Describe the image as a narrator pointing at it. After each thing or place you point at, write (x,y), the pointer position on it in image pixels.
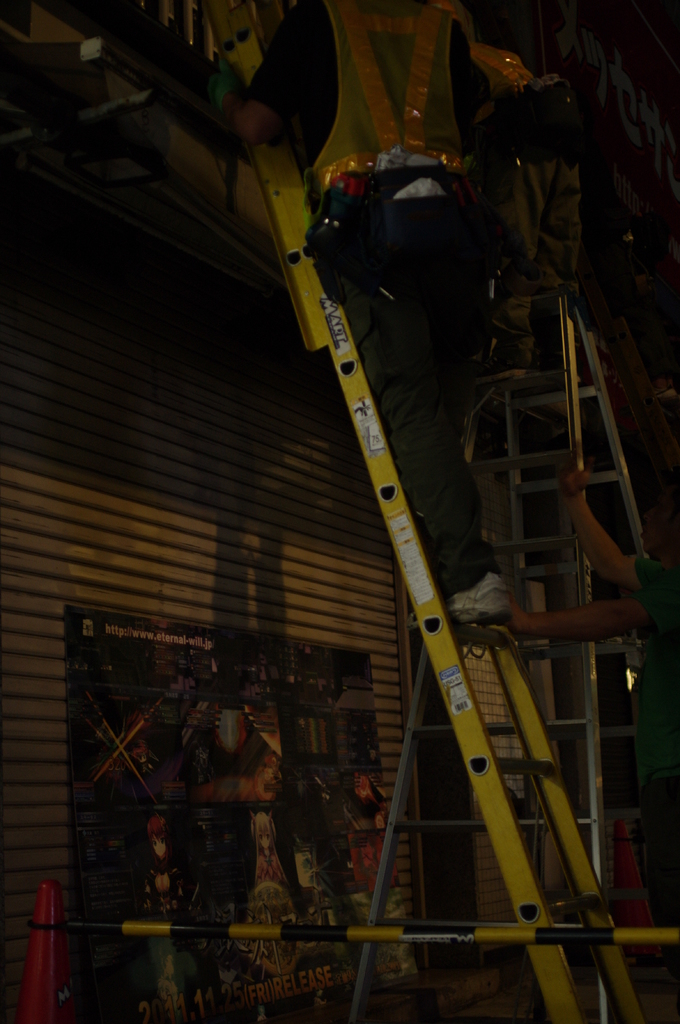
In this image we can see a man (332,41) climbing a ladder (473,639) and the other one (580,634) holding a ladder (448,679). Below the ladder (301,291) we can see an advertisement (135,832), traffic cone (46,910) and an iron pole (334,937).
